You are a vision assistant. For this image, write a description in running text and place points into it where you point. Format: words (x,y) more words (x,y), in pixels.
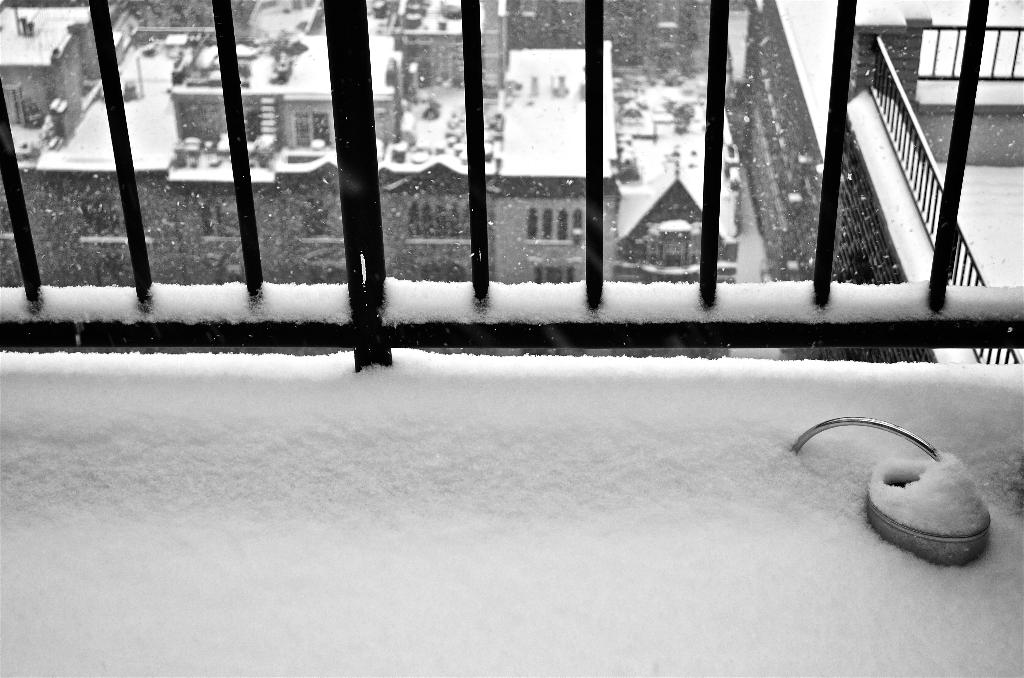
In this picture we can see snow (496,447), few metal rods (566,327) and buildings (469,240), it is a black and white photography.
